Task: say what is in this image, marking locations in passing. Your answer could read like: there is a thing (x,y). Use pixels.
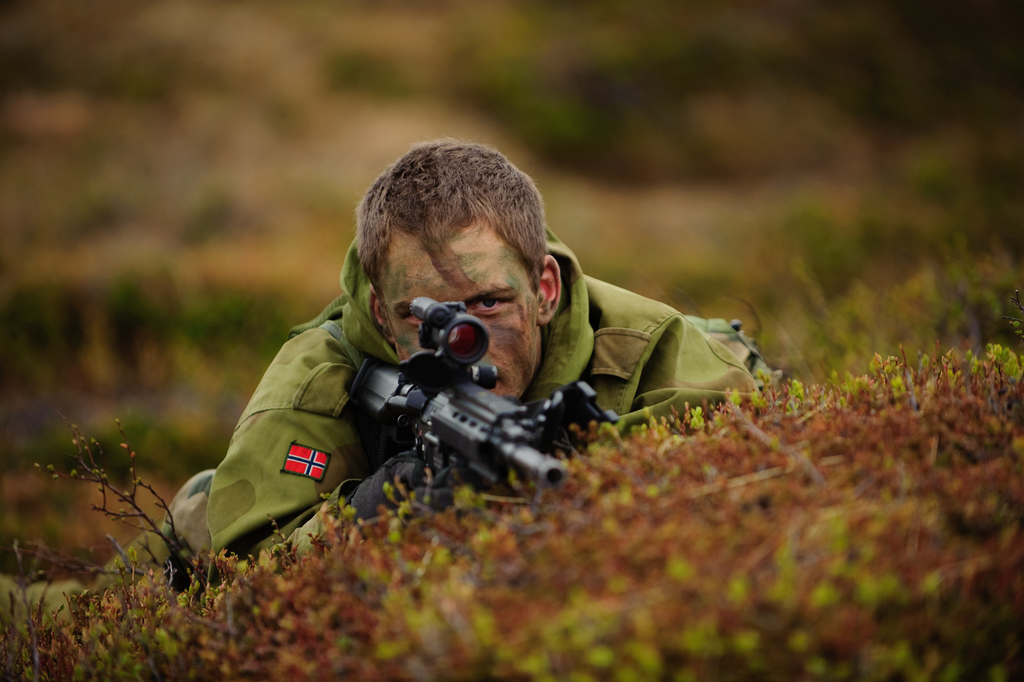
In the image there is a man (478,253) in camouflage dress (598,328) laying on land (193,557) holding a gun (485,432), the land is covered with grass (759,468), the background (279,189) is blurry.
